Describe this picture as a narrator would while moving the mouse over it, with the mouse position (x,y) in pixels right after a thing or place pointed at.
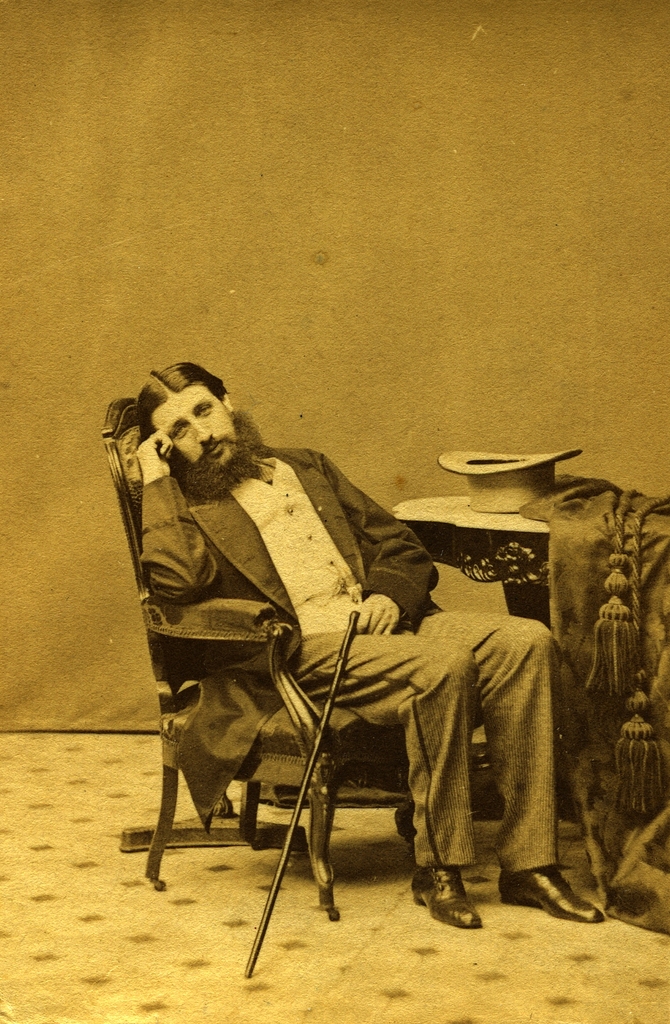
In the center of the image (296,499) there is a person (263,653) sitting on a chair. In the background of the image (223,288) there is wall (260,287). At the bottom of the image (241,907) there is floor (162,948). To the right side of the image (512,596) there is a table (668,506) on which there is a hat (471,499).
